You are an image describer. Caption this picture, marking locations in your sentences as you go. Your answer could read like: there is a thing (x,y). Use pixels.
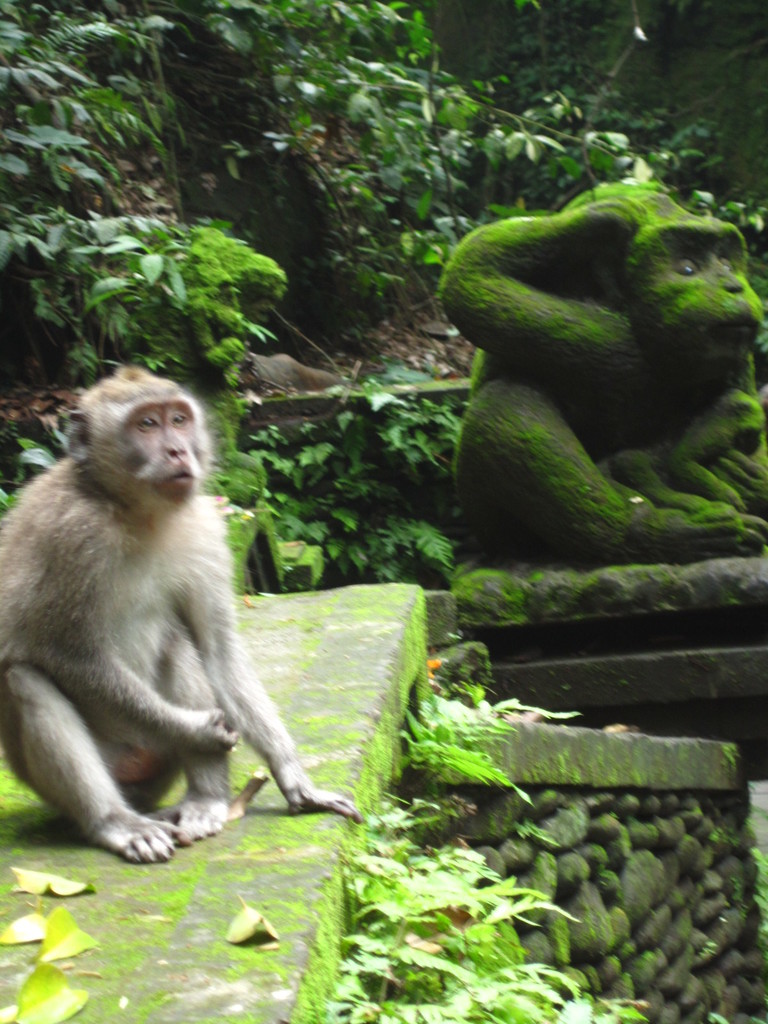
On the left side (185,462), we see the monkey (218,789) is sitting on the wall (318,739). At the bottom (407,879), we see the plants (457,926) or trees (446,857). Beside that, we see a wall (571,896) which is made up of stones (633,923). On the right side (578,575), we see the statue (668,288) of the monkey (529,430). There are trees (294,320) in the background (27,323).
